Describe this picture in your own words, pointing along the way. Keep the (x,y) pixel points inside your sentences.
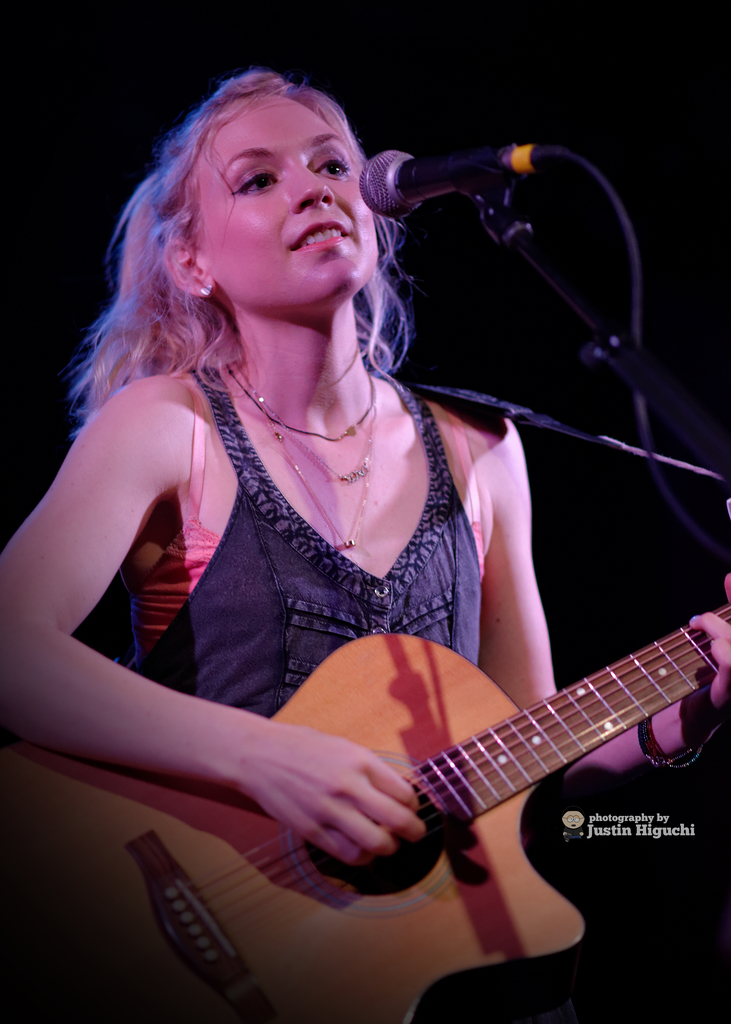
In this image i can see a woman (360,479) holding a guitar (423,655) and smiling there is a micro phone (427,197) in front of the woman (339,180).
